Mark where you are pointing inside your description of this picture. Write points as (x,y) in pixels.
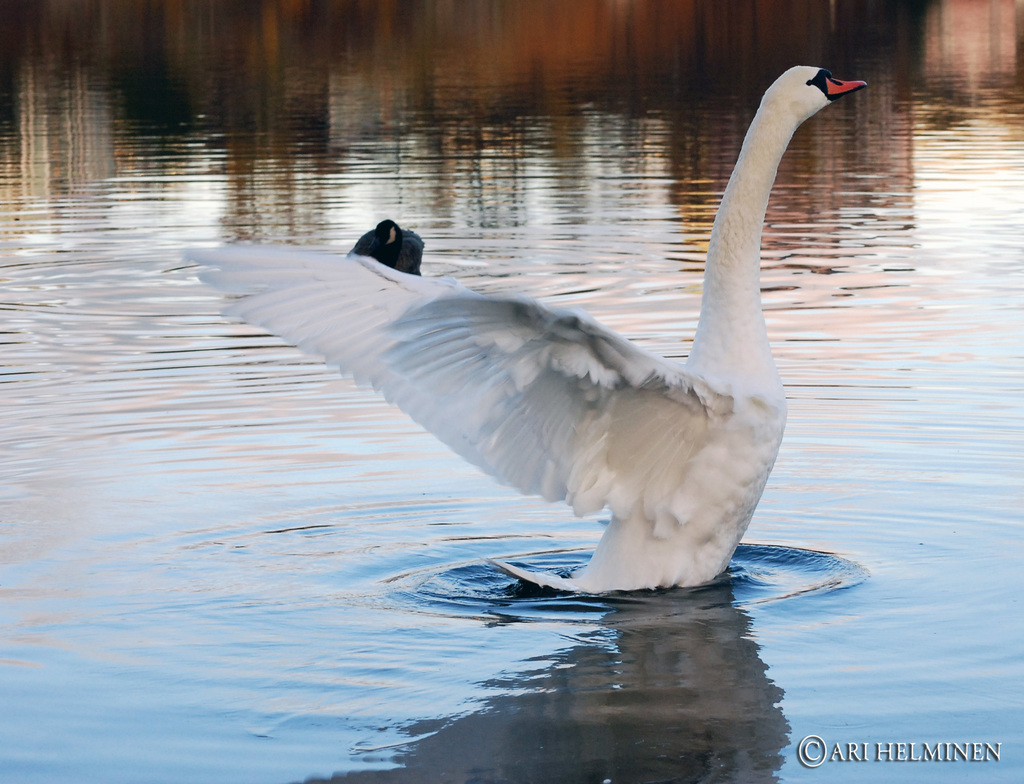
This picture contains a swan (778,408) and it is in the water (731,583). This water (439,622) might be in a pond (352,234). Beside that, we see a black color bird (389,251). In the background (282,69), it is brown in color.
